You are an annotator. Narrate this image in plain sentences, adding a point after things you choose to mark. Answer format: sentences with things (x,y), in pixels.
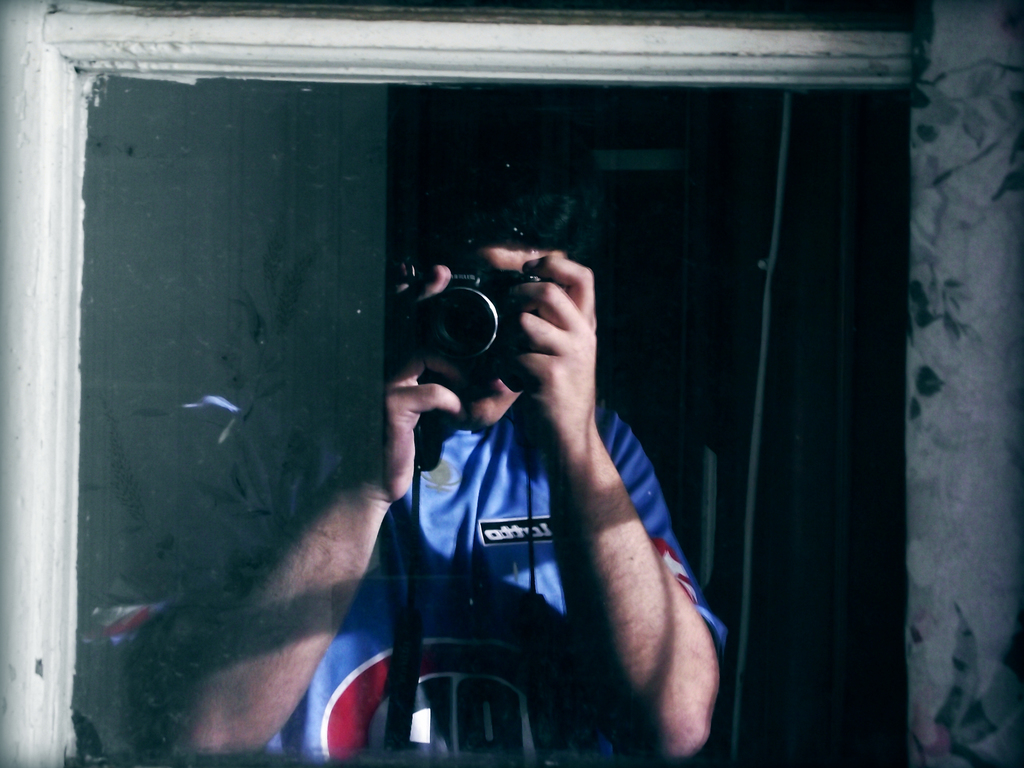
In this image we can see a person (467,394) holding a camera (489,367) and taking a photograph, also we can see the background (663,262) is dark.
